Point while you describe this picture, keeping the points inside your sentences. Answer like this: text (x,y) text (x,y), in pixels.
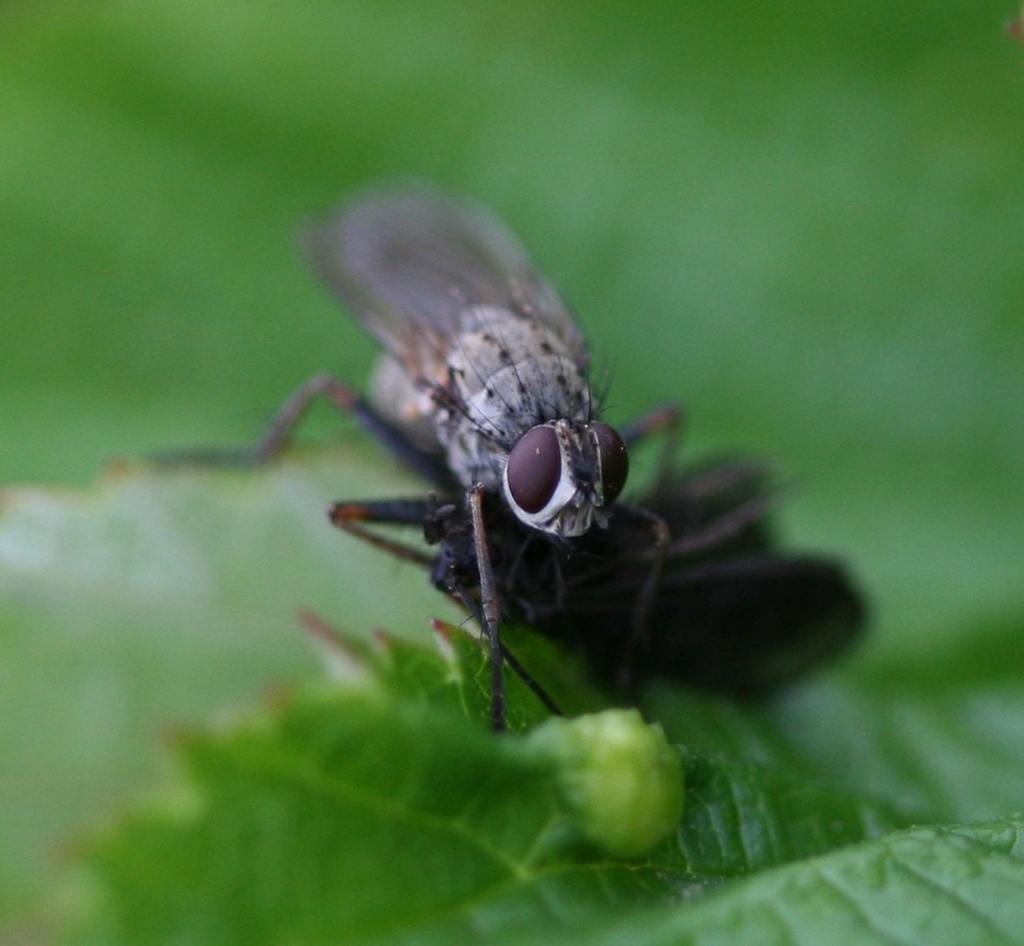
In this picture we can see a housefly (438,466) and a black thing (624,579) on the leaf (438,665). Behind the housefly (450,389) there is a blurred background (22,303).
